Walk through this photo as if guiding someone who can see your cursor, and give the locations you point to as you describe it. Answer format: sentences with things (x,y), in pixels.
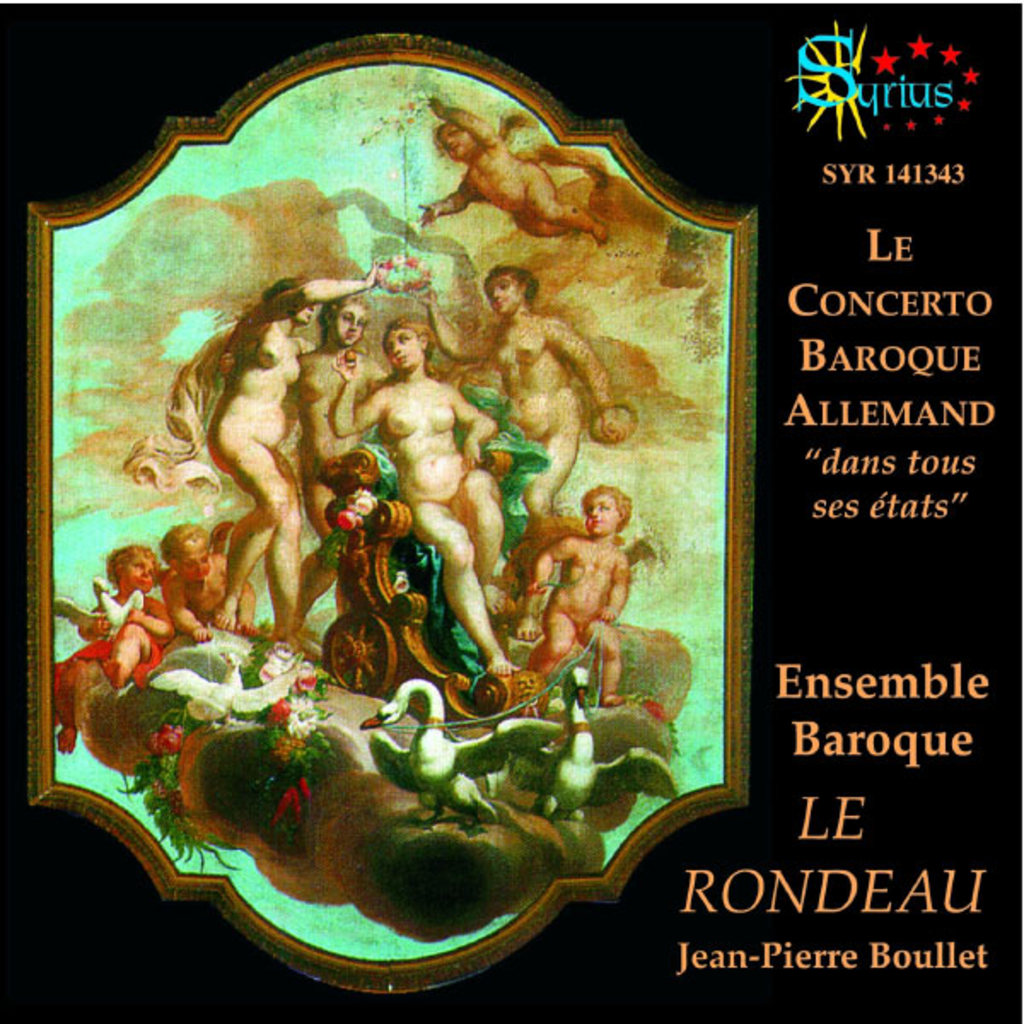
in this picture we can see a cover photo (766,573) here, here we can see painting (460,462) of some persons (452,468), there is some text (859,450) here, we can see a logo (834,107) here.
